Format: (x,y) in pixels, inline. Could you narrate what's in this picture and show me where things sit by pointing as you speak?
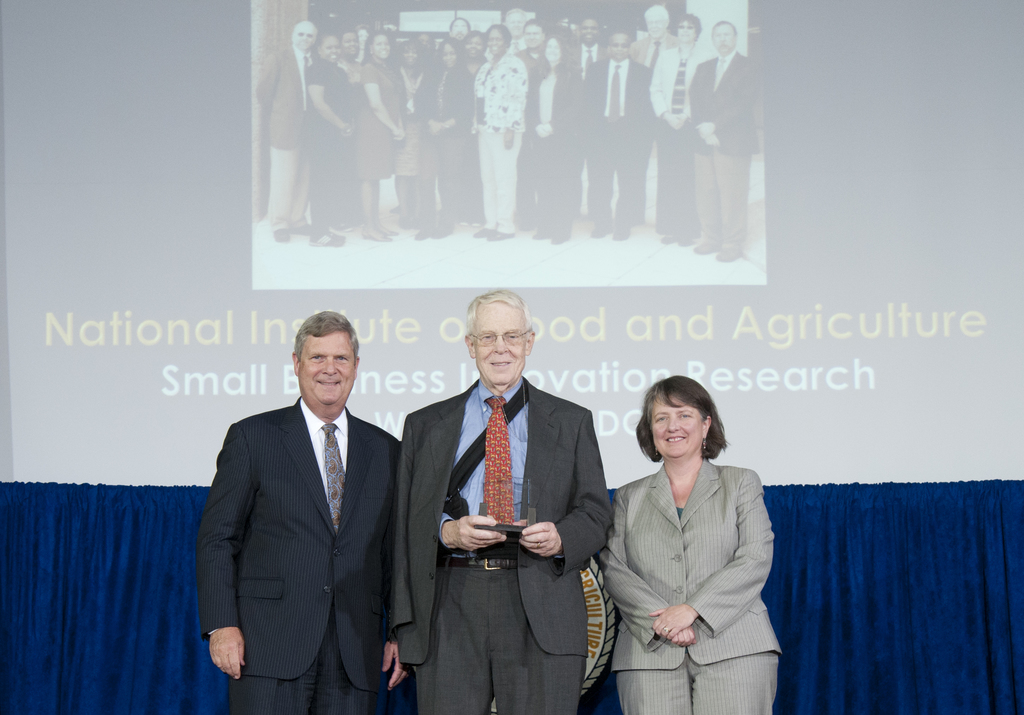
There are two men (320,562) and one woman (665,493) standing and smiling. This is a screen (509,188) with a display (870,219). I can see a blue color cloth (834,564) hanging.
